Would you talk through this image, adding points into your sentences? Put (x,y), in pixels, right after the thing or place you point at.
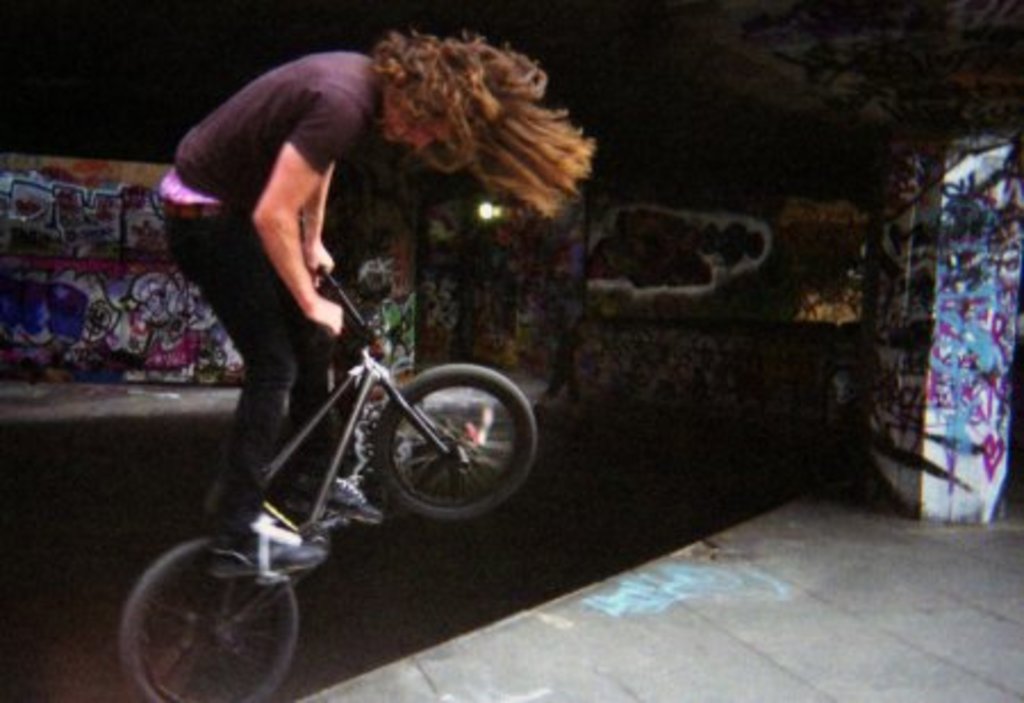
In this picture there is a person (564,112) who is cycling on the left side of the image (323,80) and there are posters (630,304) in the background area of the image (630,304).
